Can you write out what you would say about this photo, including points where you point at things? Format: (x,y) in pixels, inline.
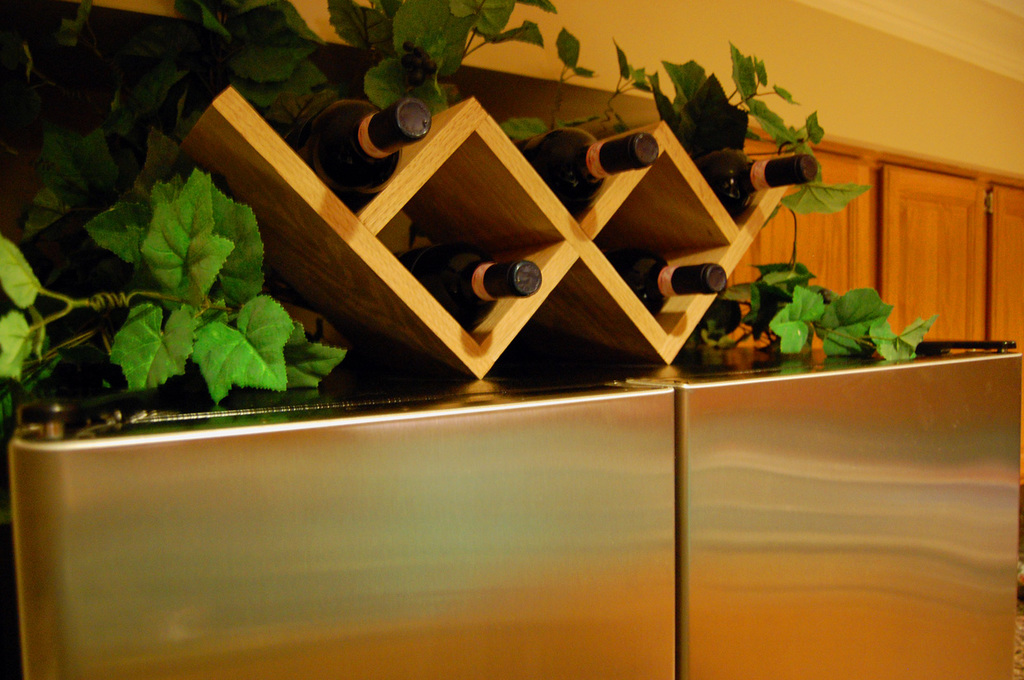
In this image in the center (498,429) it looks like a refrigerator (789,490), and on the refrigerator (778,509) there are some plants (157,312) and one wooden rack (649,197). In the rack (760,195) there are some bottles (350,163), in the background (889,206) there are doors (951,207) and wall (843,101).
